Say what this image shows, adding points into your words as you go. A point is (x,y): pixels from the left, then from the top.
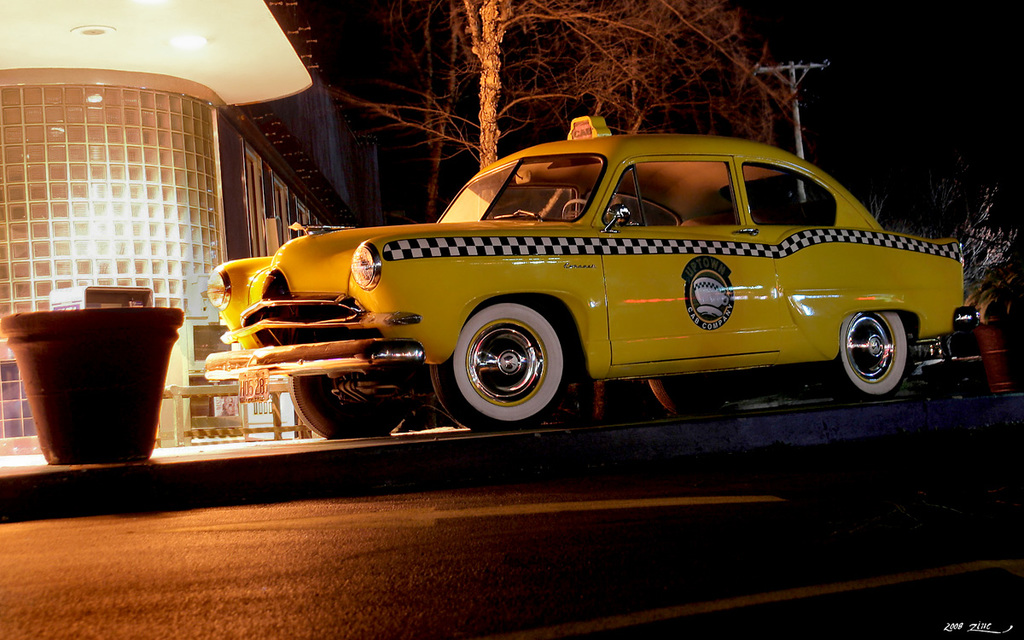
In this image, I can see a car (539,377) and flower pots (157,398) on the pathway (320,433). There is a building (248,130), trees (488,55) and a pole (791,74). On the right side of the image (976,259), there are plants (1001,247). At the bottom of the image (470,550), I can see a road (593,591) and the watermark (997,625). The background (852,85) is dark.
